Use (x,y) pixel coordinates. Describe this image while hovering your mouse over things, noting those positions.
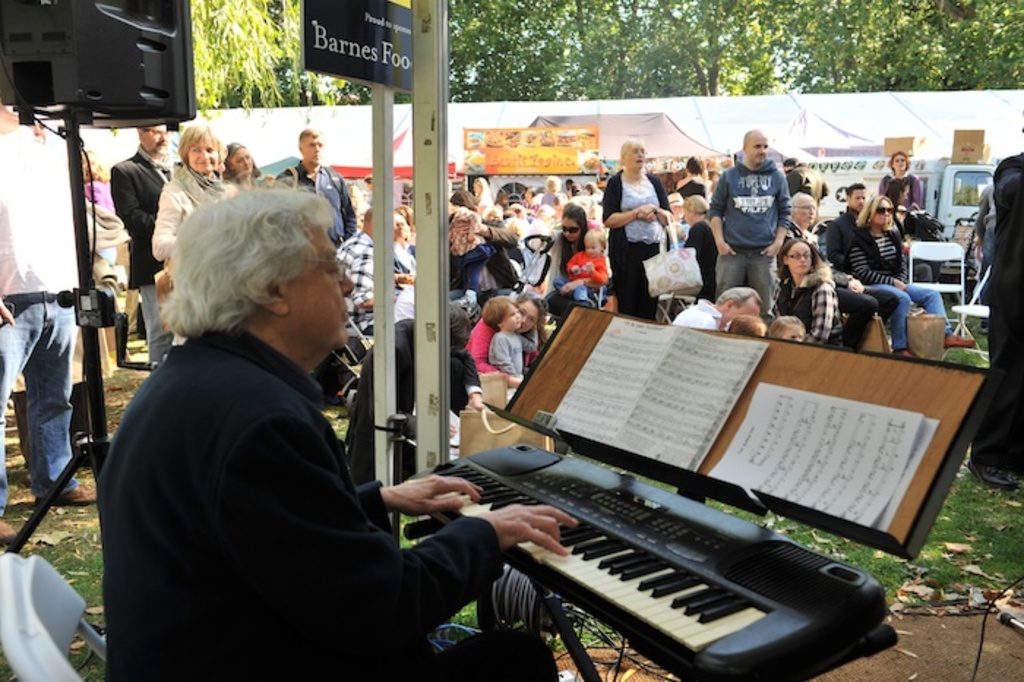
In this picture, we see many people (346,206) and in front of the picture, man (172,551) in black jacket (303,571) is playing keyboard (803,627) and in front of him, we see a table (537,400) on which papers (673,403) are placed. Behind these people (552,181), we see a white tent (889,126) and behind the tent (889,112), we see many trees (690,58).
